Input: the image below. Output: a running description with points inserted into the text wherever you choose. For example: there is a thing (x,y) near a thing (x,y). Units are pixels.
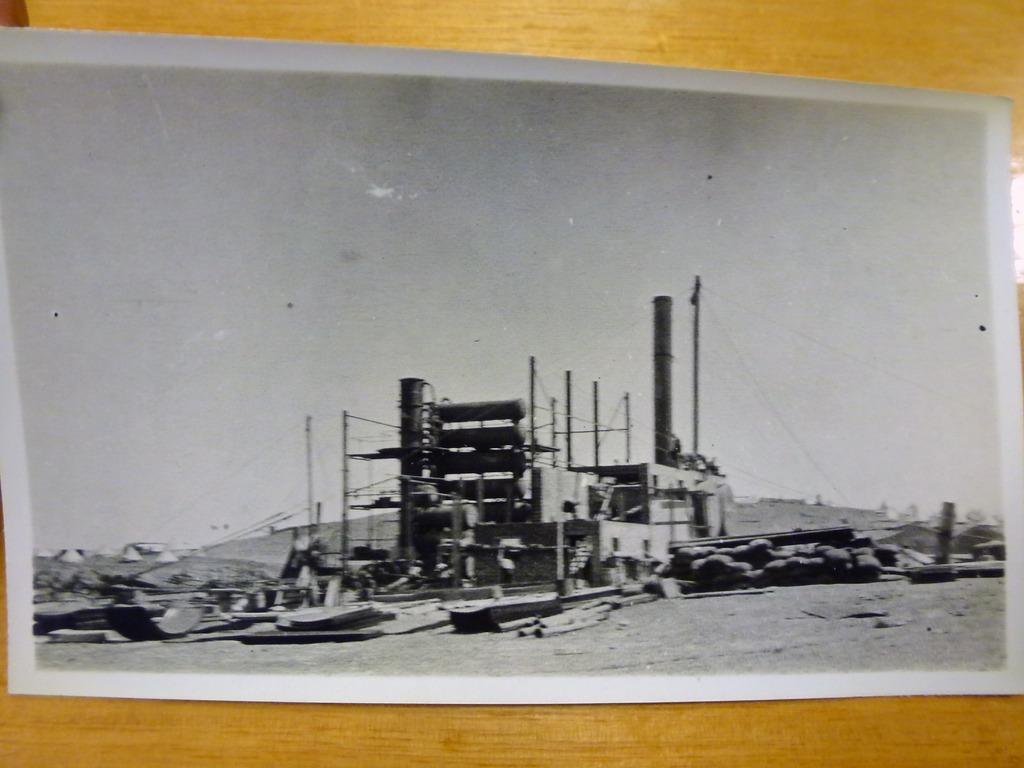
In this image there is a photograph (542,110) on a wooden surface (611,52). In the photograph (401,590) there are machines (623,509) on the ground (677,621). It is a black and white picture. At the top of the picture (422,197) there is the sky (480,157). In the background (280,542) there are mountains (836,511).
